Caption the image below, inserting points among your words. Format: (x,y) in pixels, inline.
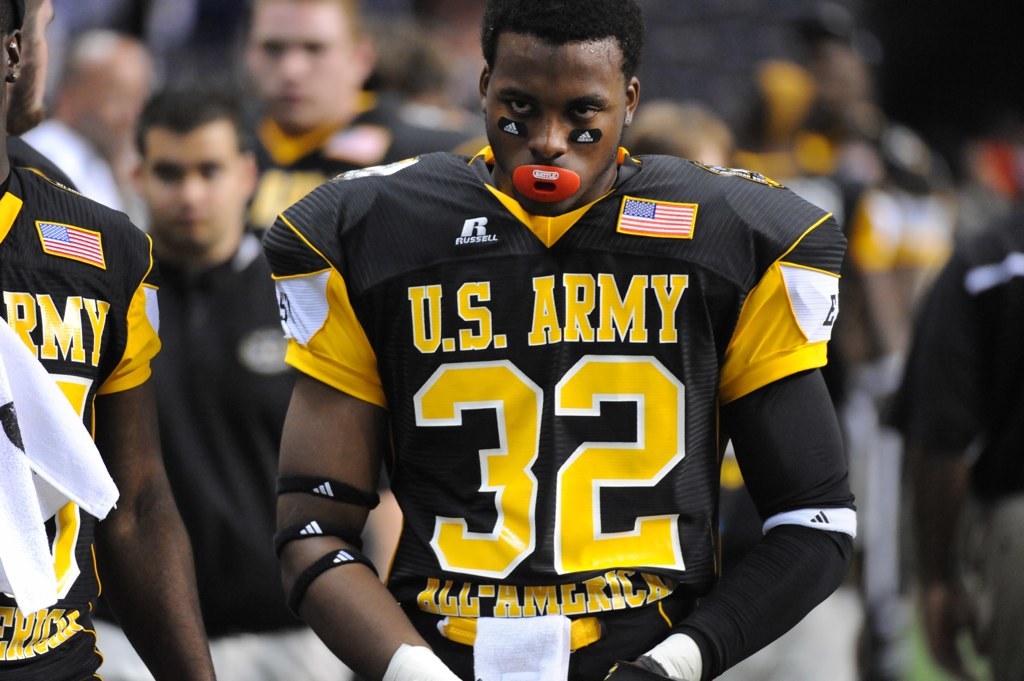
In this picture I can see a person (583,362) wearing black and yellow jersey (534,328). I can see a few people (312,164) in the background (307,188).
